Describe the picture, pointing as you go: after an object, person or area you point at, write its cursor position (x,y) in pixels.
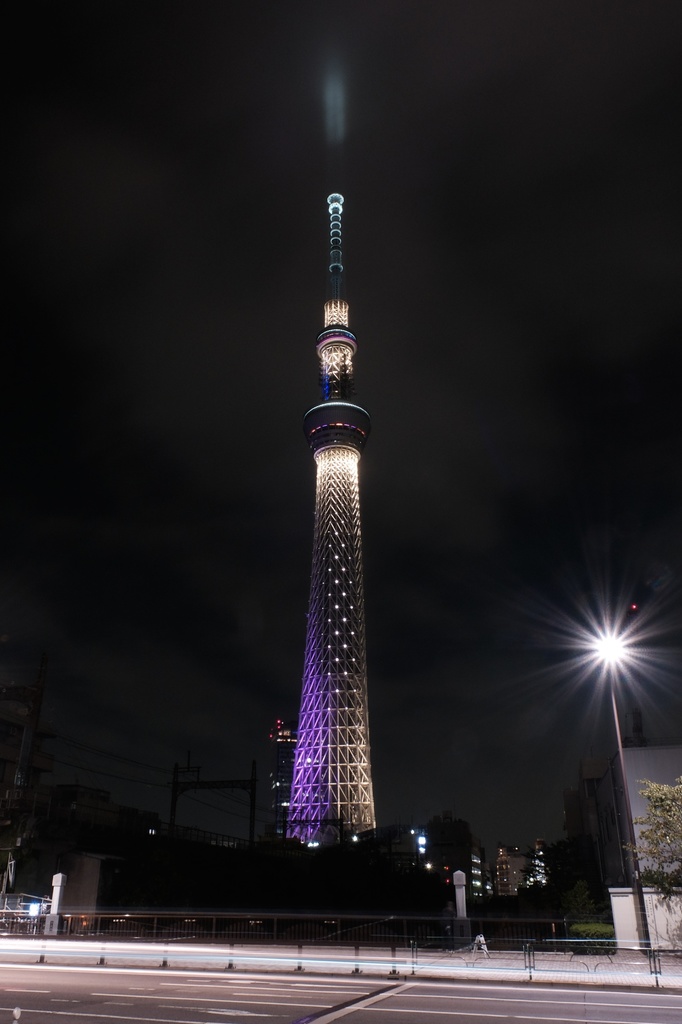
In this image I can see the road (222,1009). To the side of the road (250,972) I can see the railing (355,924) and the tower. To the side I can see the lights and also the sky (236,235).
